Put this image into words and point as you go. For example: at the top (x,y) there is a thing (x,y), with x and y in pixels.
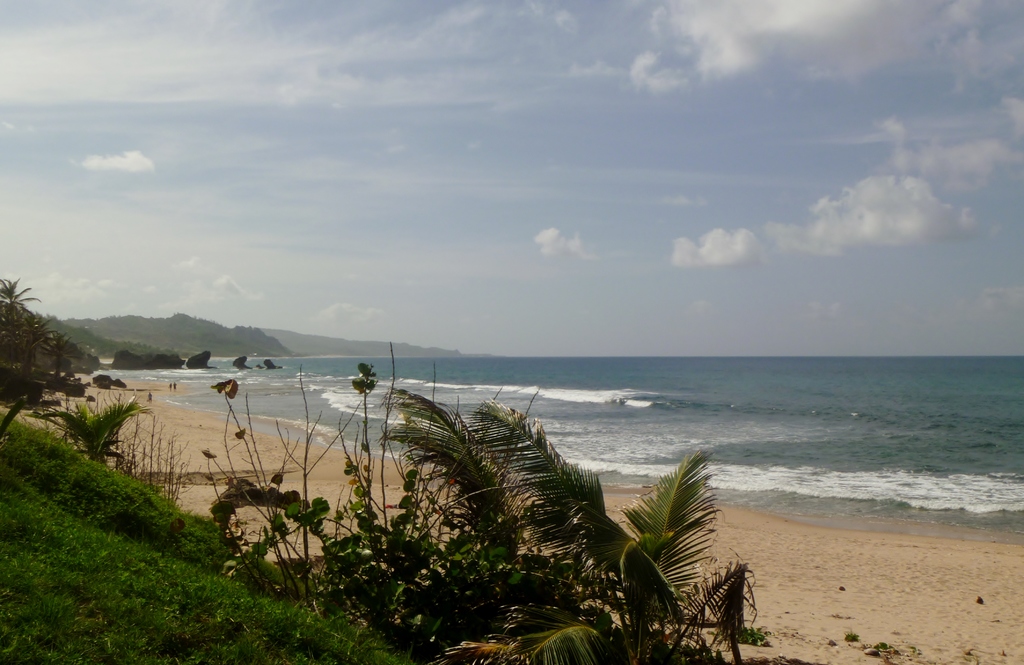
At the bottom (863,583), we see the trees (650,553) and the sand (832,600). On the left side (93,472), we see the trees (85,421) and grass (98,493). In this picture, we see water (769,383) and this water (720,466) might be in the sea (823,469). There are hills (211,335) in the background (260,347). At the top (416,210), we see the sky (463,210) and the clouds (678,251). This picture might be clicked at the seashore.
